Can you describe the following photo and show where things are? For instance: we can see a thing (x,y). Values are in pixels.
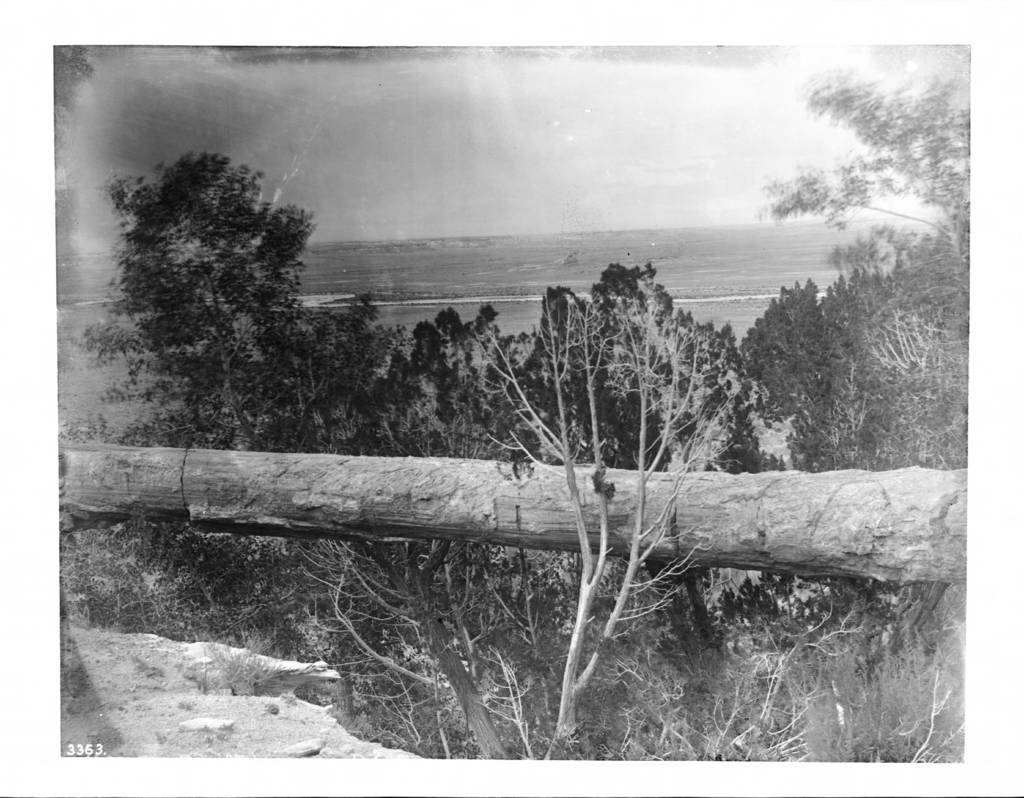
This is a black and white image. In the middle of the image (534,488) there is a tree trunk (463,490) and many trees (398,615). In the bottom left-hand corner (155,695) I can see the ground (156,671). At the top of the image (494,139) I can see the sky (446,121).
